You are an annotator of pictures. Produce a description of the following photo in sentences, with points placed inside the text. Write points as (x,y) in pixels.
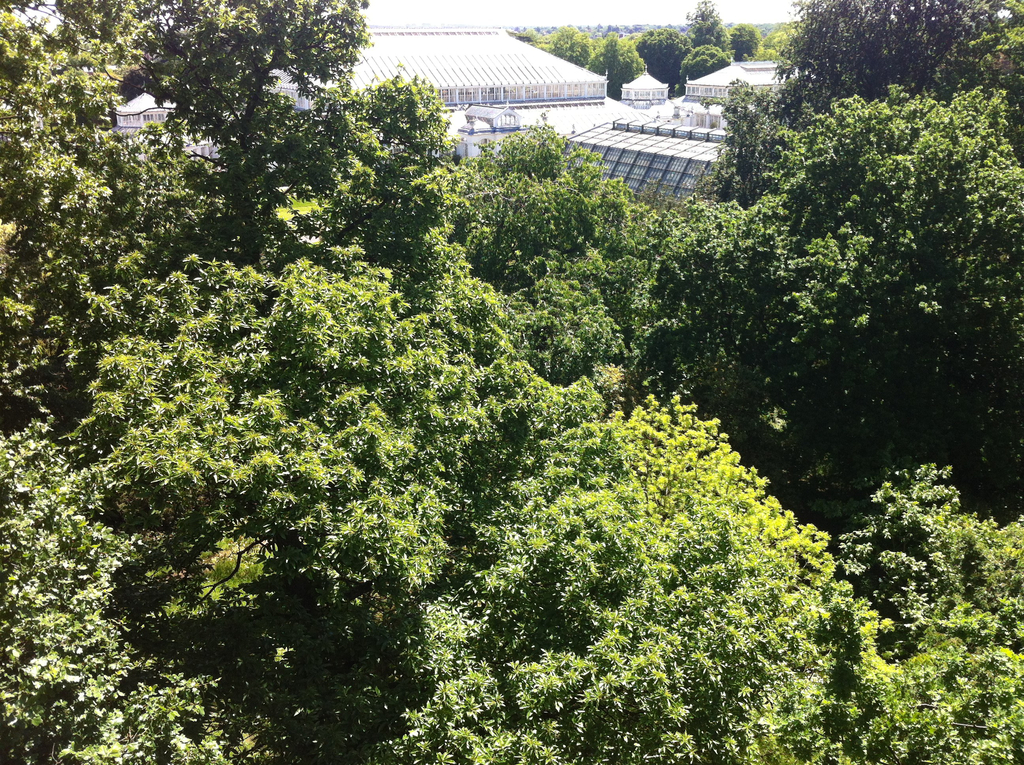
At the bottom of the picture (646,567), we see the trees (739,633). There are trees (336,70) and the buildings (539,93) in the background (509,112). These buildings (515,97) are in white color.
